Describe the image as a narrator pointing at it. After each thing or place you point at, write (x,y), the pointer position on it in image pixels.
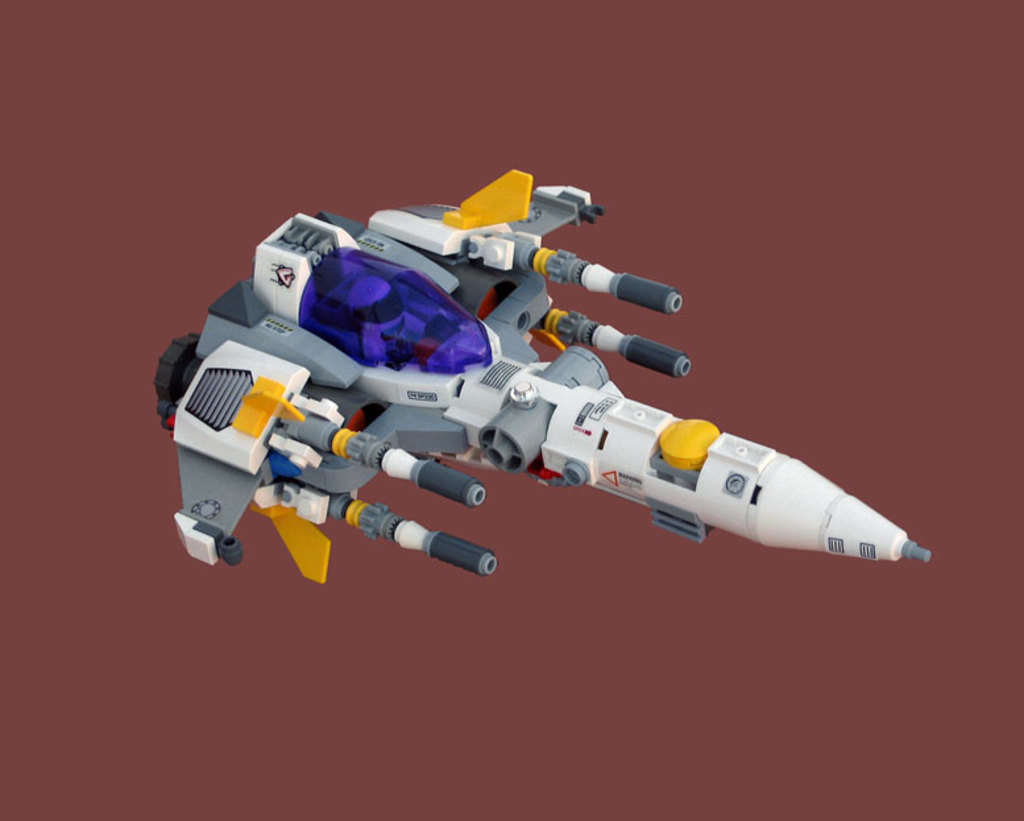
In the picture I can see a plane toy (493,396) which is in different colors and the background (49,77) is in brown color.
